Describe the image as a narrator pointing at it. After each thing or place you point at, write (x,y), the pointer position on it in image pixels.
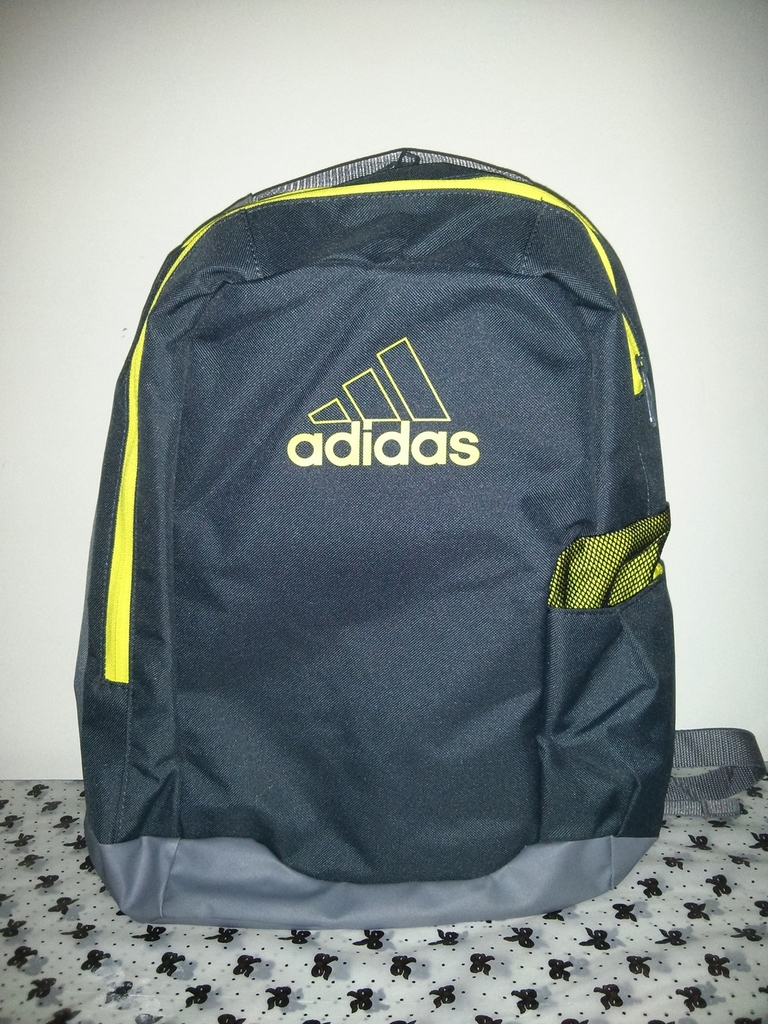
In this picture on the foreground (148,944) there is a couch (304,985), on the couch (664,869) there is a Adidas bag (241,573). Background (161,114) there is a wall (578,79) painted in white.
